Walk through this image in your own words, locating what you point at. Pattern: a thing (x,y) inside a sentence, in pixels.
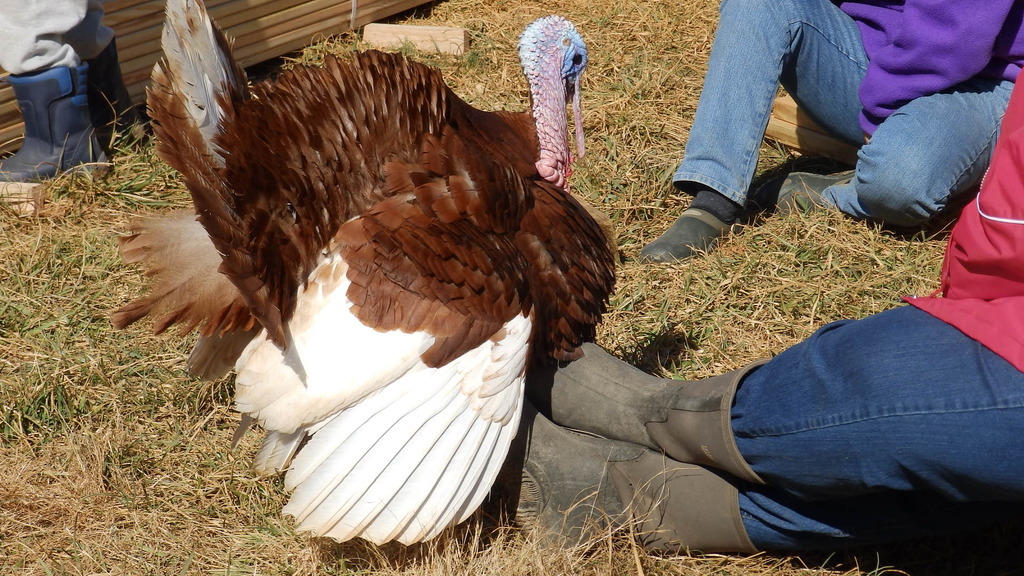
In this image, we can see a turkey (423,255) and grass (71,187). Here we can see few human legs (611,514) with footwear (84,96).
